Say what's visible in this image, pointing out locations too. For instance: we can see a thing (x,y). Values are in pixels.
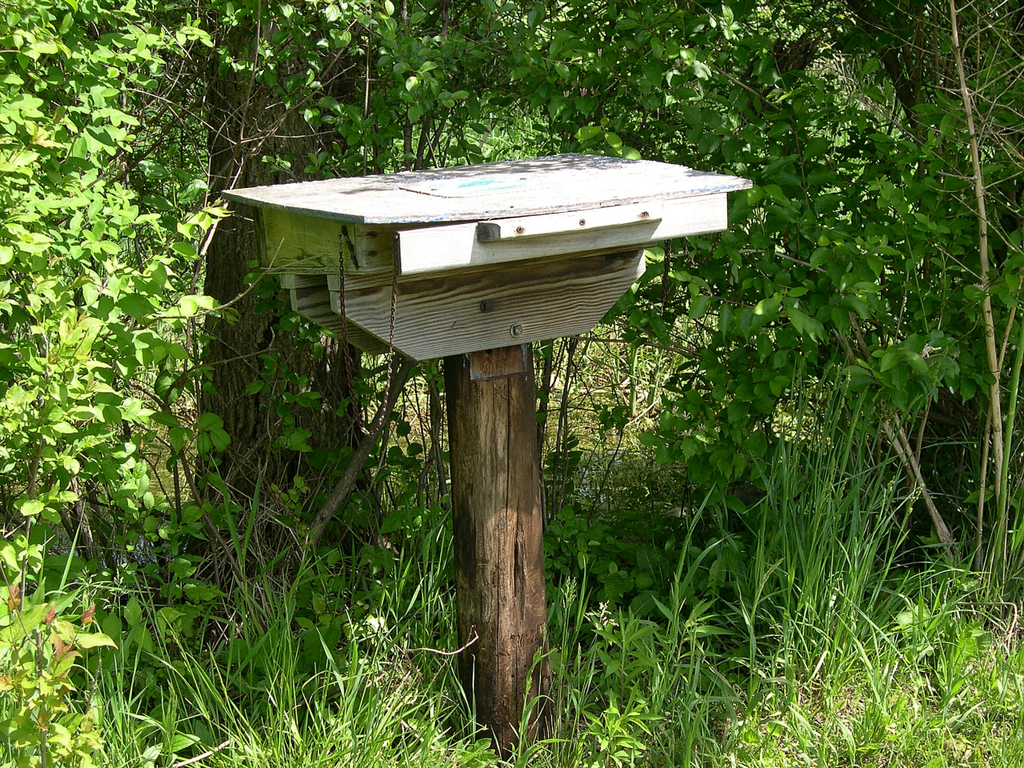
In this image I can see few trees (567,341), grass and the white color object (588,305) is on the wooden pole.
